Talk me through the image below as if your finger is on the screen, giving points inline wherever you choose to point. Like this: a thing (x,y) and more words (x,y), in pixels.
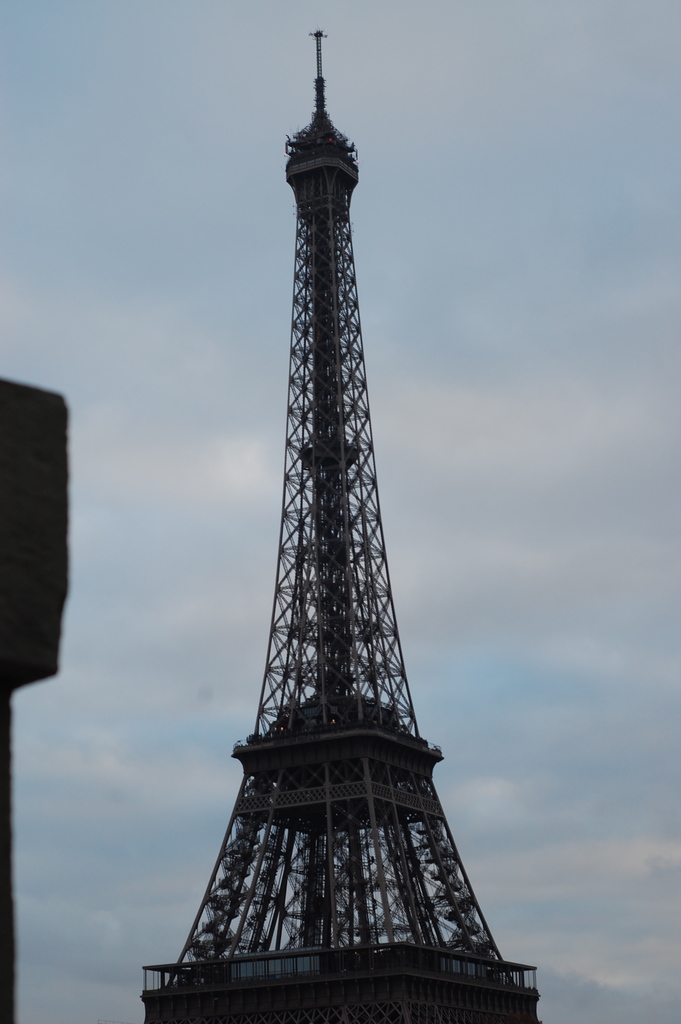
In this image there is the Eiffel tower (331,761). Behind it there is the sky (470,268).
